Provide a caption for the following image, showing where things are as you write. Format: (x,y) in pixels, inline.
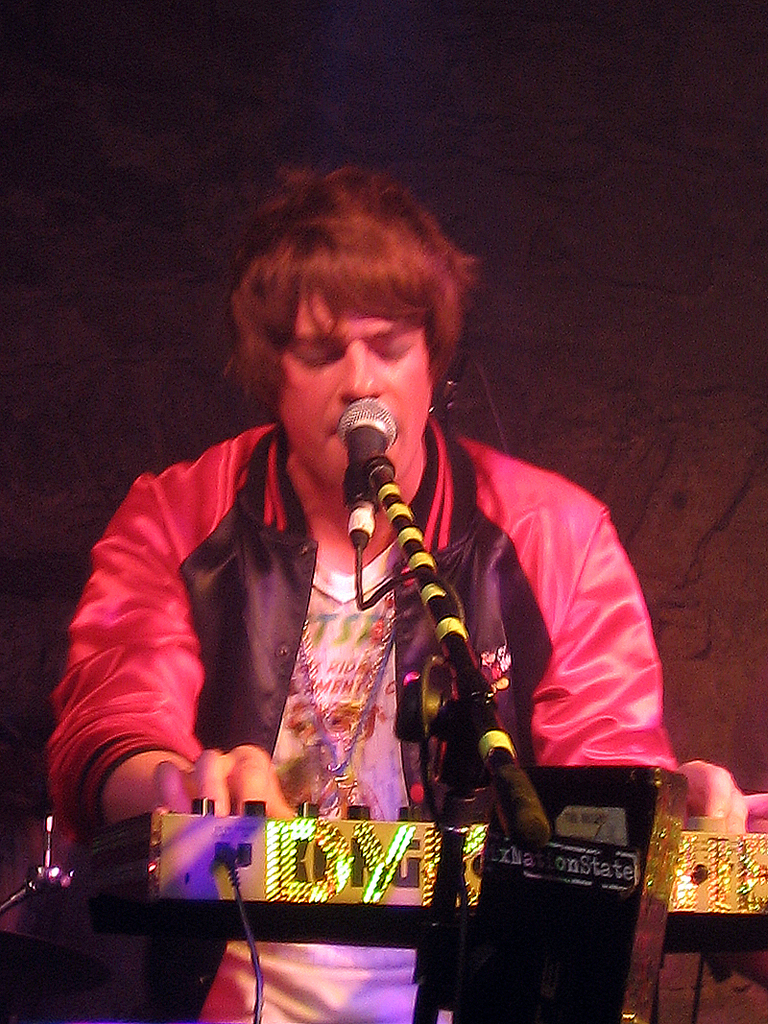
In this image we can see a man (295,265) standing and holding musical instrument (384,860) in the hands (216,788). In front of the man (412,479) there is a mic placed on a stand (463,900).
